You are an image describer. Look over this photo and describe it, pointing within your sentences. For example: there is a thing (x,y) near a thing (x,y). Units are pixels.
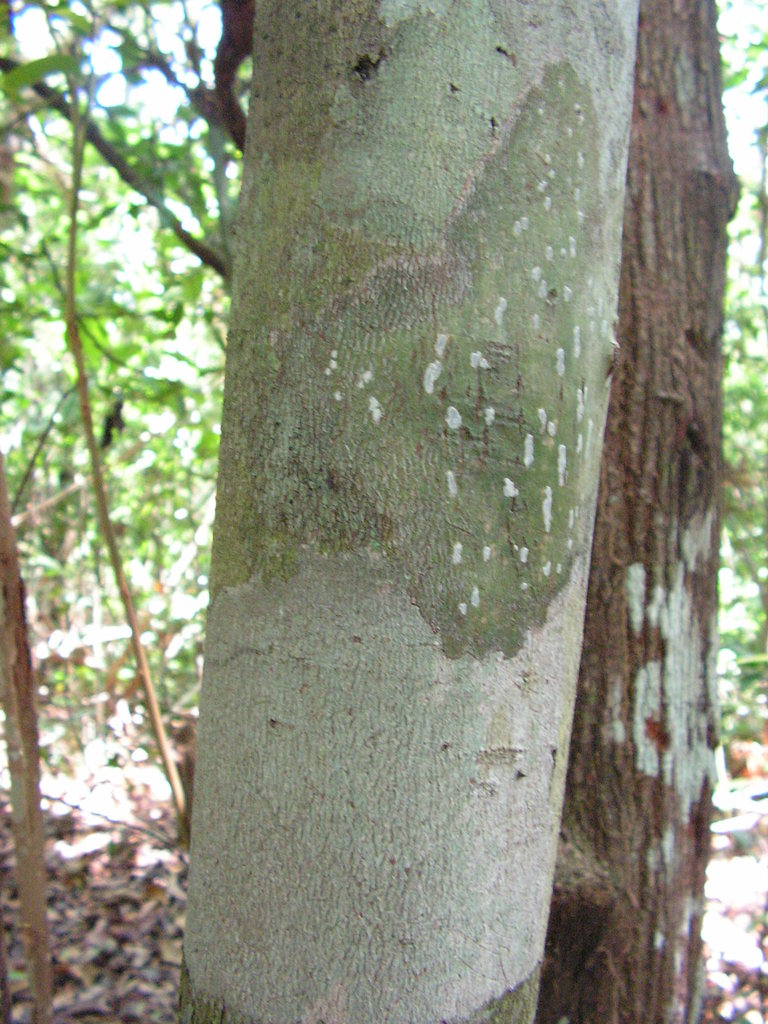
In front of the picture, we see the stems (603,583) of the tree (429,621). At the bottom (138,938), we see the dry leaves (127,933) and the twigs (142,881). In the background (128,360), there are trees (145,379). This picture is blurred in the background (162,528).
